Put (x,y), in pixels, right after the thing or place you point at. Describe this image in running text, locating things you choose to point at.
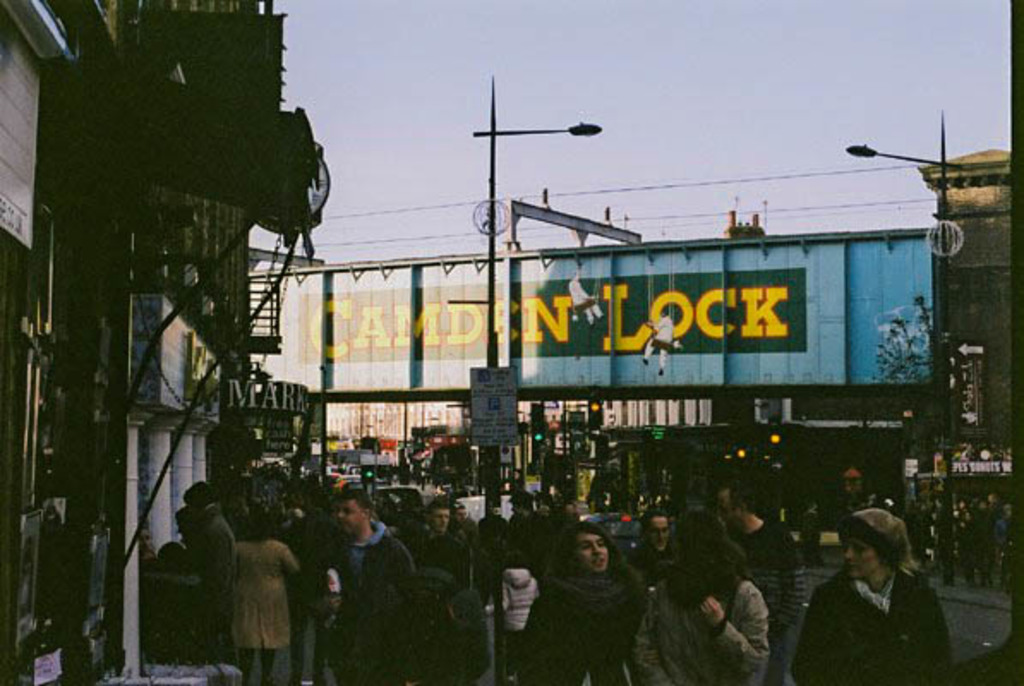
In this image I can see there are people (629,565) at the down side, in the middle (441,312) there is an iron board (713,358) with name Camden lock in yellow color. On the left side (181,224) there are stores (164,316), at the top (721,96) it is the sky (619,137).
